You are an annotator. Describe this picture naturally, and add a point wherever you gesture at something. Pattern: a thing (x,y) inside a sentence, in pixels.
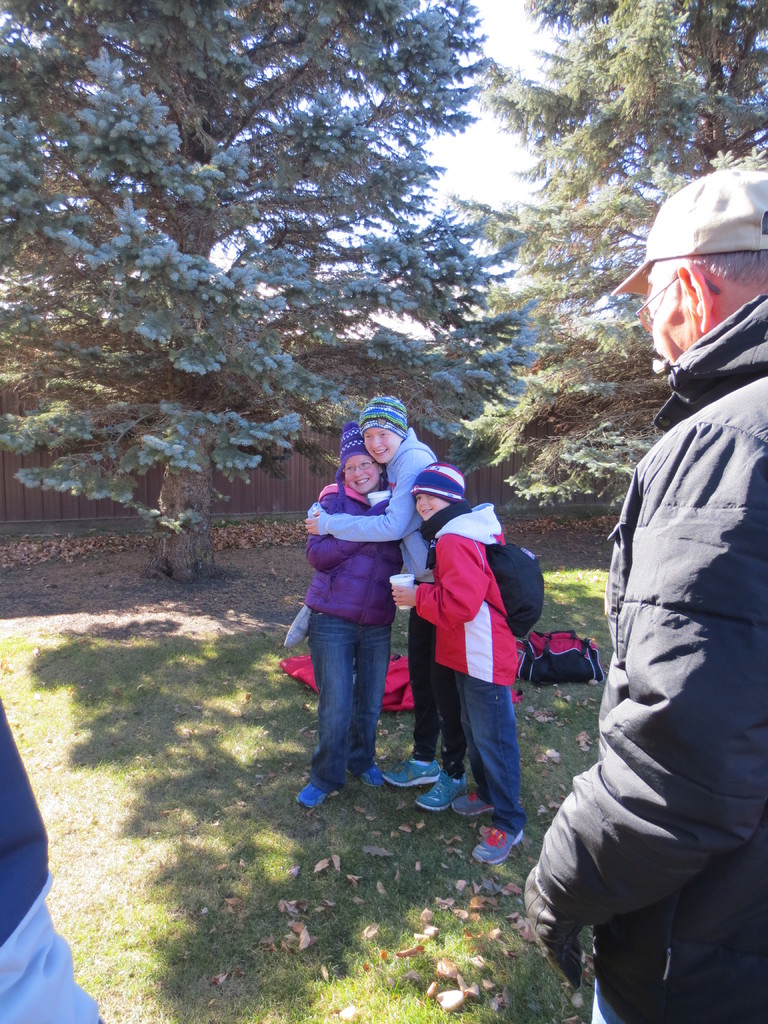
In this image there are persons (483,611) standing and smiling and there are dry leaves (475,888) on the ground (429,861). In the background (391,702) there are trees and there are objects (550,664) on the ground (147,766) which are red and black in colour and there's grass (127,751) on the ground (130,758).
